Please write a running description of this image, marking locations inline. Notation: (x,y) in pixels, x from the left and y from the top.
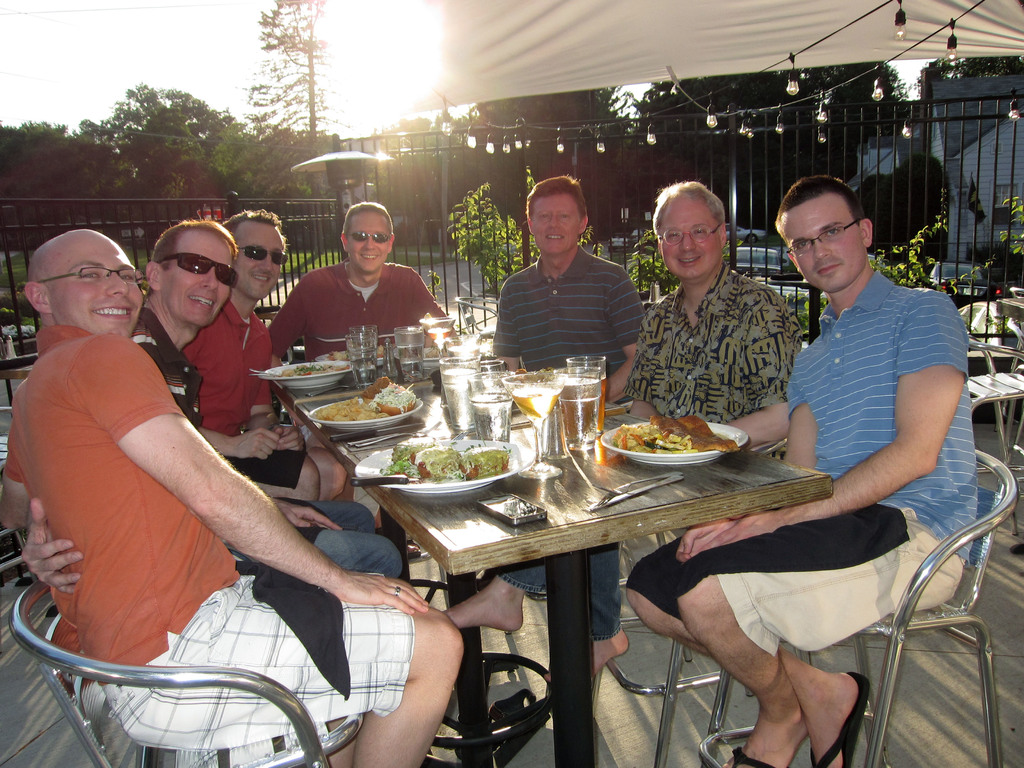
In this image I can see number of persons (94,361) are sitting on chairs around the dining table (647,505). On the table (465,502) I can see few plates (393,418) with food items (399,452), few glasses (419,359) and few spoons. In the background (120,244) I can see the railing (616,226), few lights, few tents (844,22), few chairs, few trees (109,135) and the sky (215,57).
